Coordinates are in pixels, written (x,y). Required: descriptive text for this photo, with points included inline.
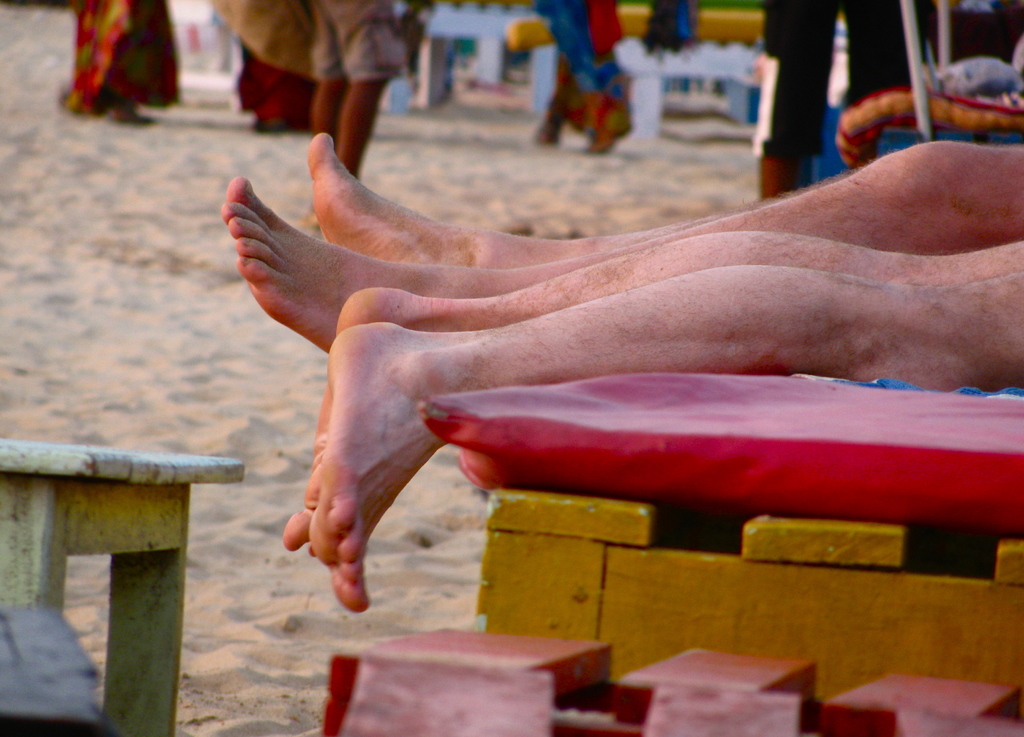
On the left side (48,491) there is a table (124,550). On the right side (841,574) there is a wooden platform (709,535). On that there are legs (797,348) of two persons (759,242). In the back (768,154) there are many people (780,38). On the ground (169,213) there is sand (165,434).
